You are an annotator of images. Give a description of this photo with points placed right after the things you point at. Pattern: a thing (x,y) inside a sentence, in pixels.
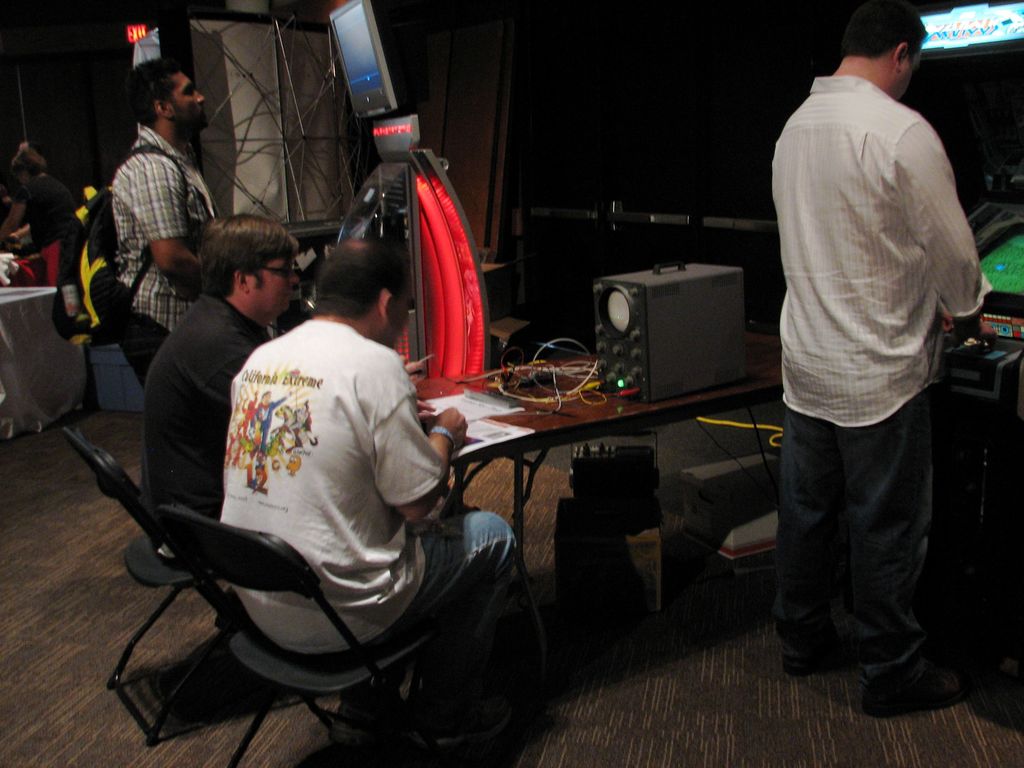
In this image there are a group of people (213,338) some of them are sitting and some of them standing and in the center (532,408) there is one table (549,412). On that table (531,419) there are some wires (576,367) and one oscilloscope (613,339) is there and papers (472,419) are there. On the background (428,38) there is a wall (436,46) and one screen (350,76) is there.
